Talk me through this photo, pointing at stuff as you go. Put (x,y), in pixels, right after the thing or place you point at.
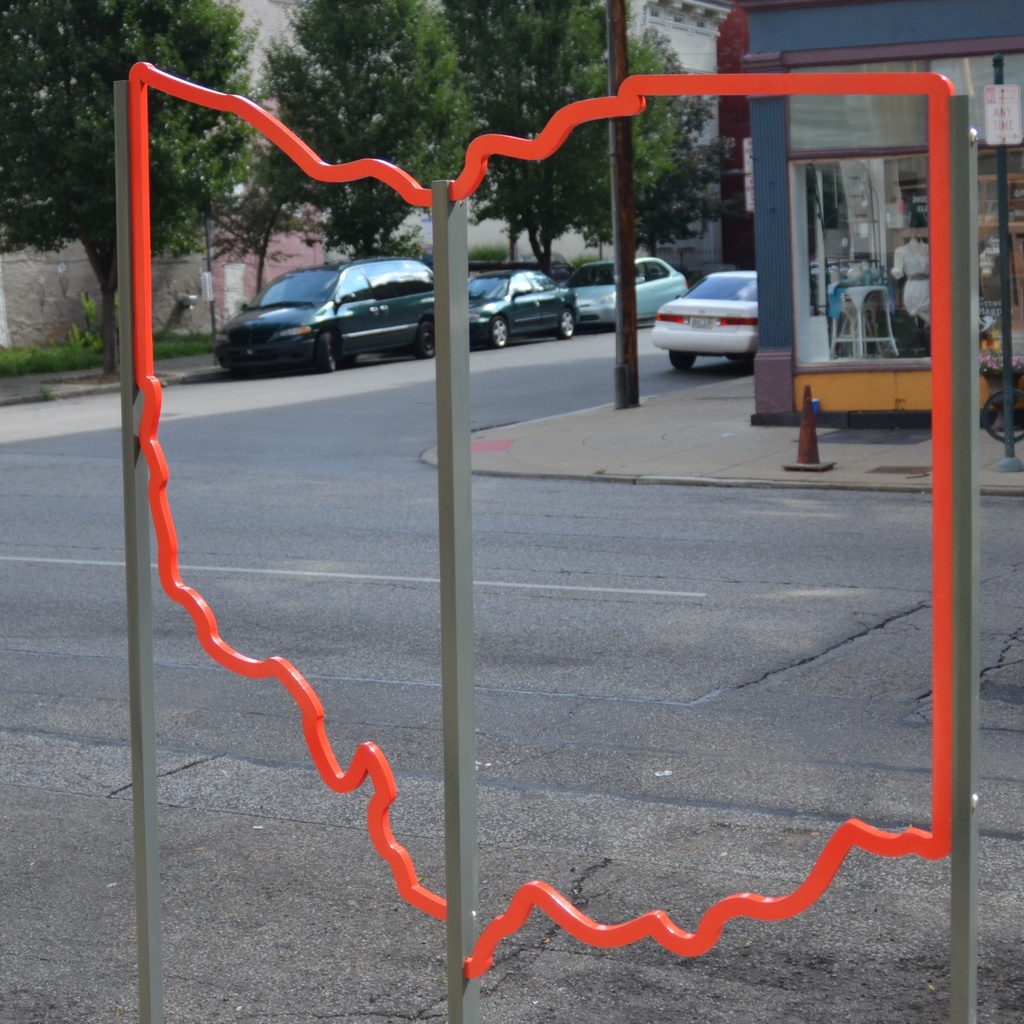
In the picture we can see an iron pole railing (938,851) on the path (318,1009) and from it we can see a road (395,472) beside the road (738,520) we can see a path (735,479) and the house (808,233) with glass (873,292) and beside it, we can see a pole (610,42) and a car (655,337) is parked and beside it and opposite side also we can see some cars (640,295) are parked beside it we can see some trees (279,110).
